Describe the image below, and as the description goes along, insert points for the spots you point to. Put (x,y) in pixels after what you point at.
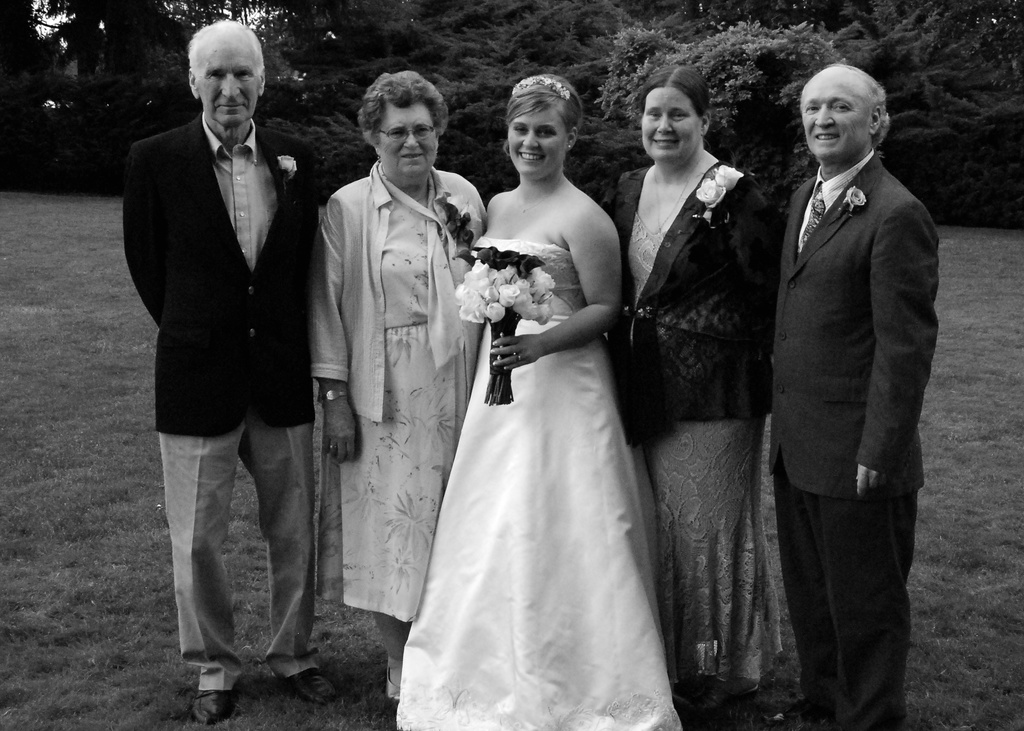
In this picture there are few persons (657,278) standing on a greenery ground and there are trees (575,46) in the background (556,42).
